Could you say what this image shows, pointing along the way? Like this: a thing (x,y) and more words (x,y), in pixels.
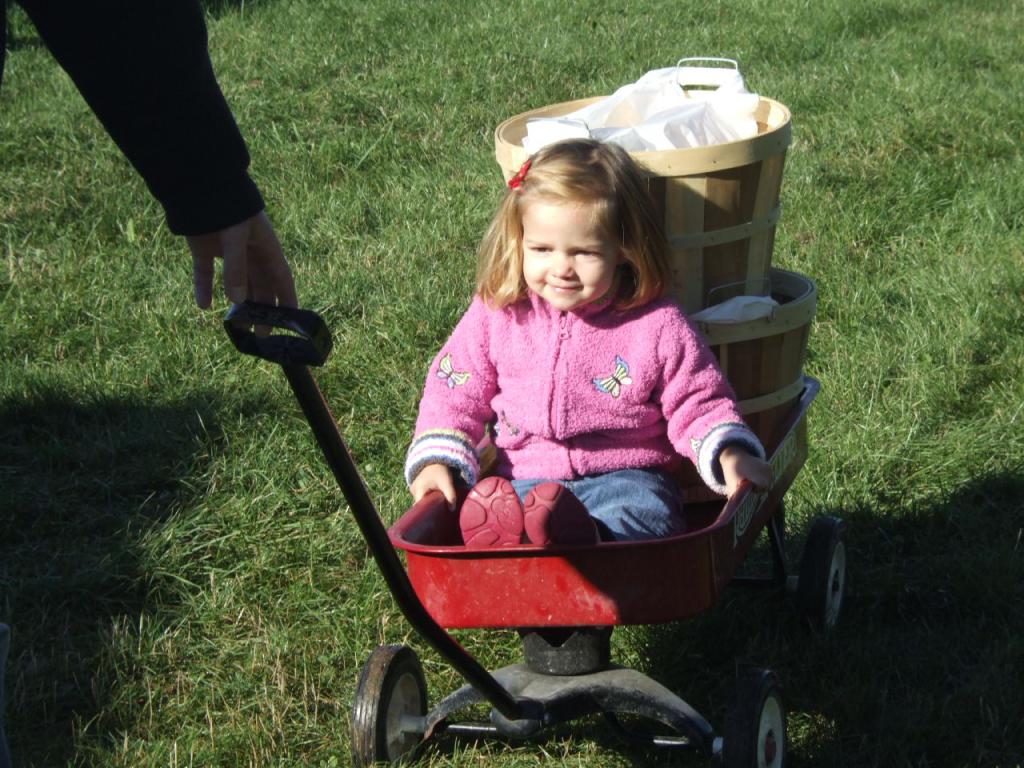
In the middle of the image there is a wagon (397,544). Inside the wagon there is a girl (594,328) with pink jacket (607,428) is sitting on it. Behind the girl (638,453) there are two baskets (722,240) in the wagon (556,549). And the wagon (556,549) is on the grass (883,248). To the wagon (305,360) there is a rod (249,306) where a person hand (229,266) is holding it.
